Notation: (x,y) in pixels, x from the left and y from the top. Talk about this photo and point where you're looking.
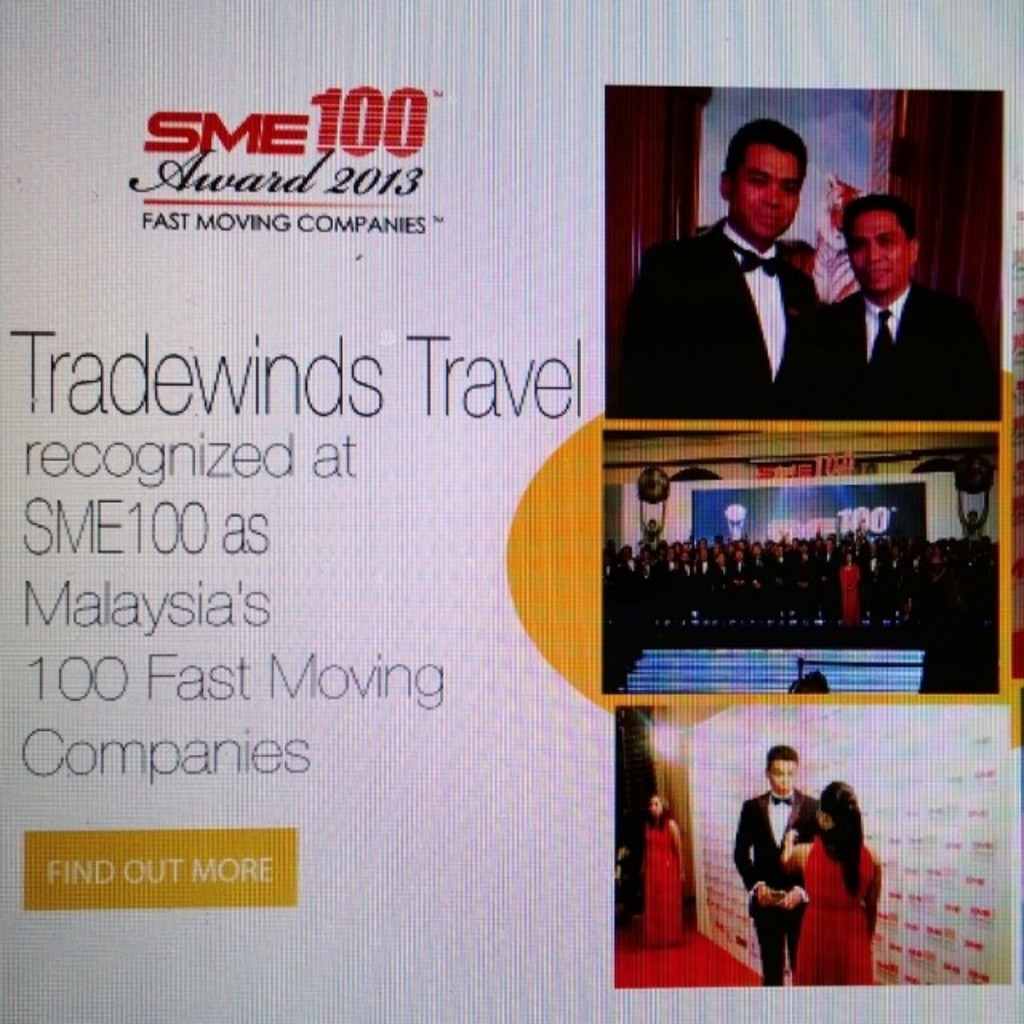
This is a screen (716,671). On the left side (317,586) there are texts (255,152) written and on the right side (971,159) there are pictures (908,531).
